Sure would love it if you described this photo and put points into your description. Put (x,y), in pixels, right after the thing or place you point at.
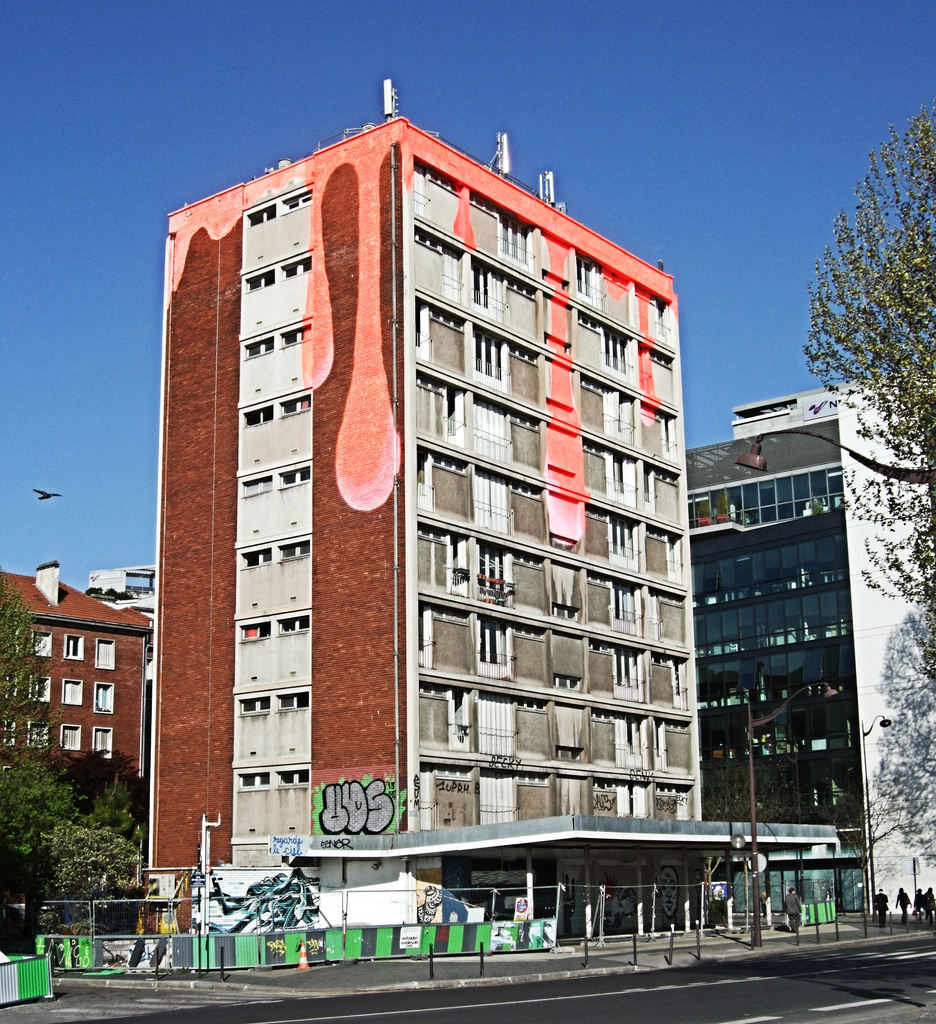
In the foreground of this picture (788,978), there is a road (734,982), poles (756,914) and a building (500,746). There are trees (51,798) on either side of the image. In the background (129,597), there is a building (58,591) and a bird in the air (106,473), and the sky (84,98).
